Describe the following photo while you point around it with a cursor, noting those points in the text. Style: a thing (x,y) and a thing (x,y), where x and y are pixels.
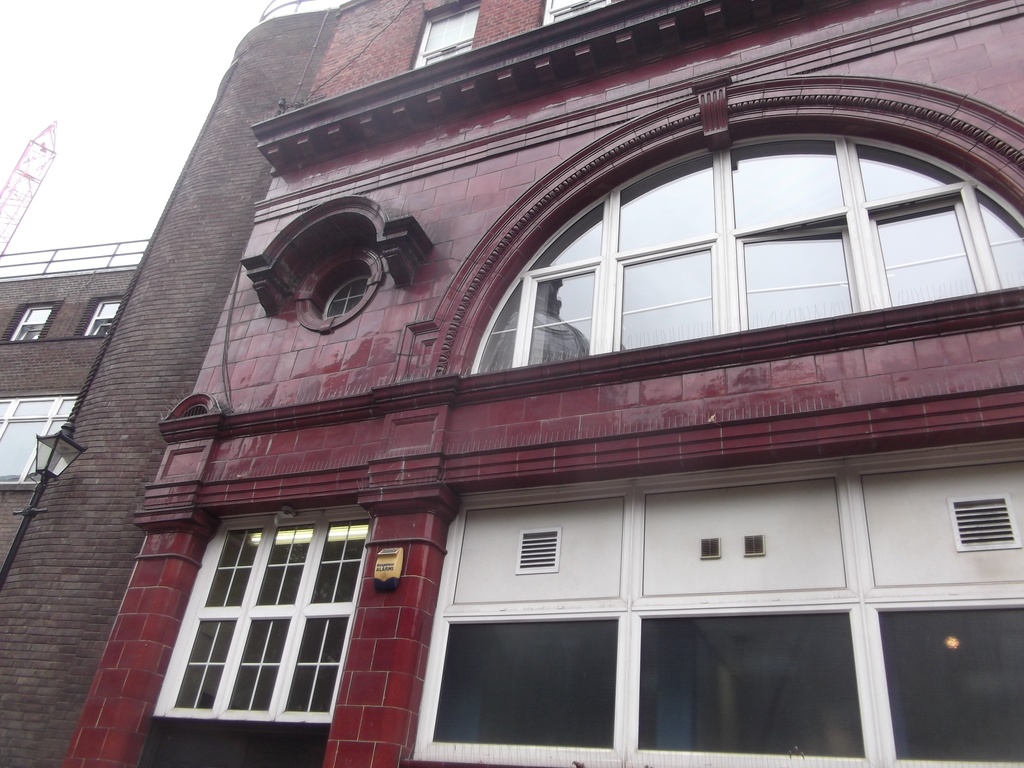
This picture might be taken from outside of the building (732,410). In this image, we can see a building (580,664), glass window (683,688). On the left side (26,527), we can see a brick wall (92,450), street light (42,460), pole (16,543). At the top (131,200), we can see a sky (131,200).
